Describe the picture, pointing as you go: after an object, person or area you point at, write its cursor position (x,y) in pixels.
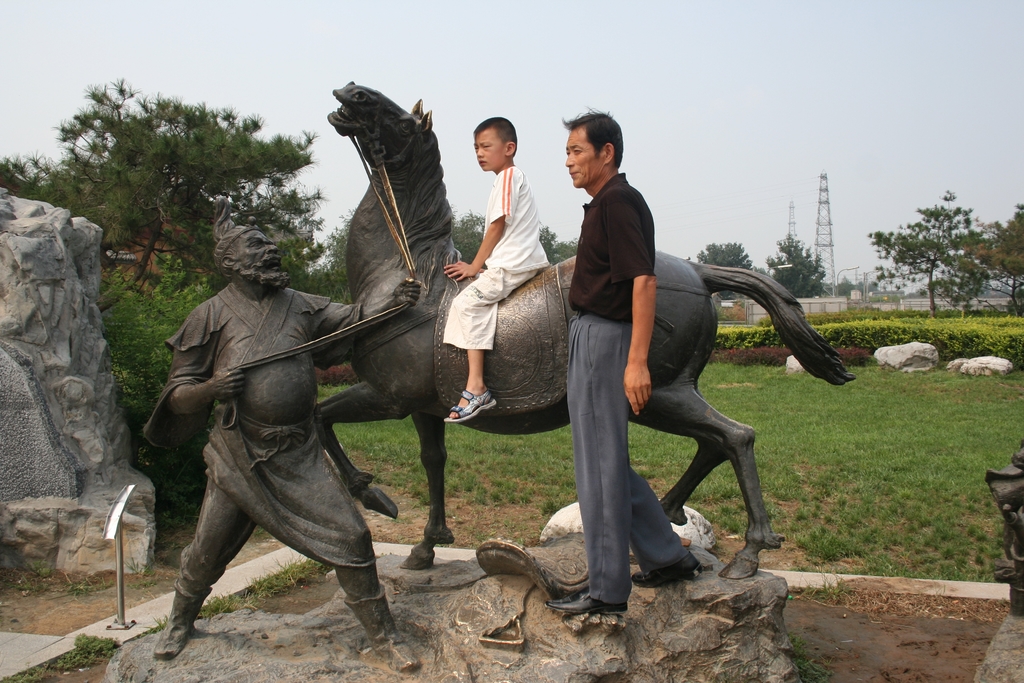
In this image we can see there is a statue (266,419) of a person (239,390) and a horse (391,283) and there is a child (529,214) sat on the horse (447,282), in front of the horse (571,272) there is a person (589,444) standing. In the background (186,233) there are trees (792,284), plants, grass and a sky (677,122). On the left side of the image (62,473) there is a rock structure (28,263).
